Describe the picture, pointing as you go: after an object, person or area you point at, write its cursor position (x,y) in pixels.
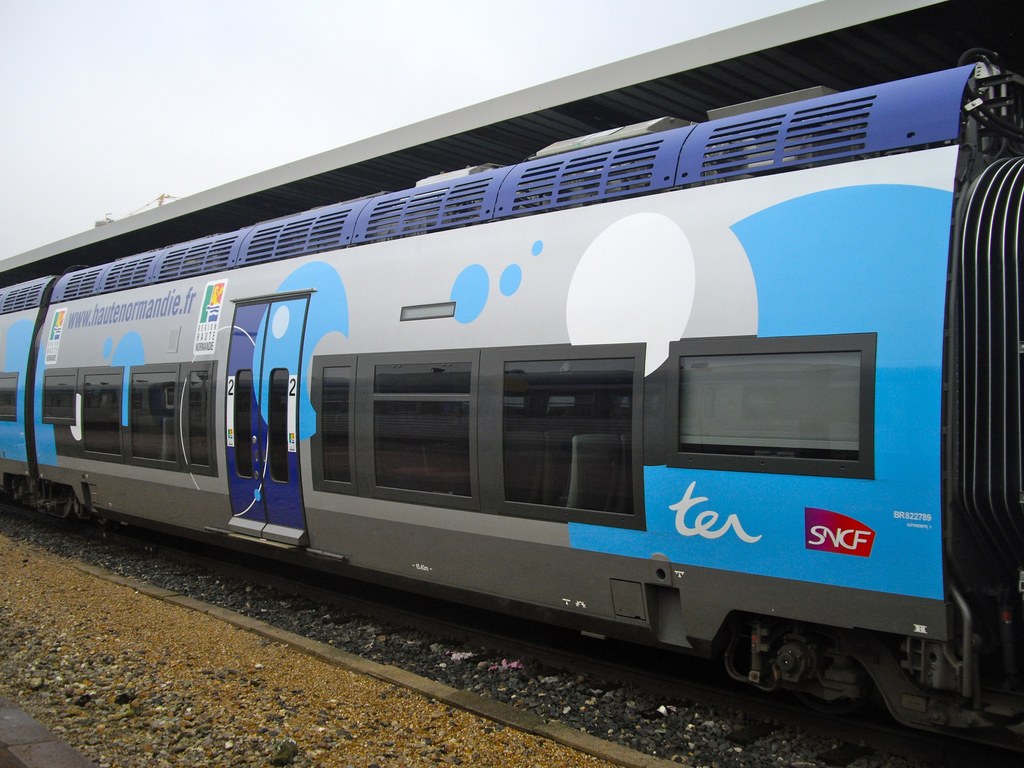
In this image, we can see a train (1015,600) with doors (284,459), windows (316,443), posters (291,443) on the track (533,688). At the bottom (414,718), there is a ground (329,761). Top of the image (463,83), there is a sky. Through the glass (276,444) we can see seat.
